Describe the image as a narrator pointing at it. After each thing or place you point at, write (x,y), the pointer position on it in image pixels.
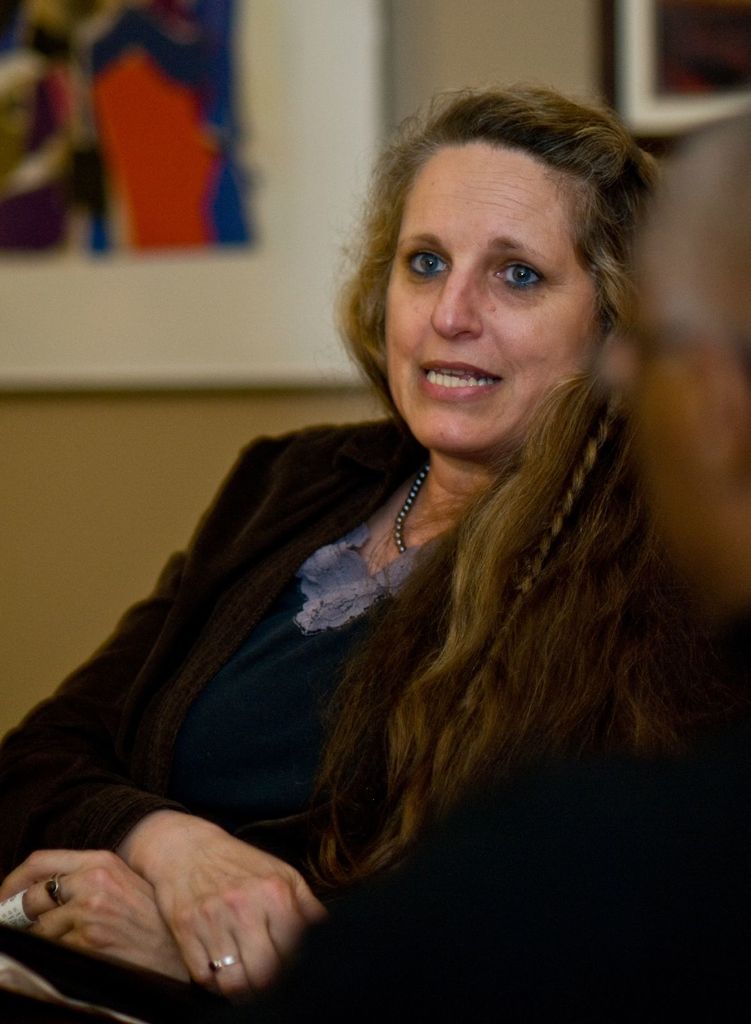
In this image there is a lady (377,464) sitting, beside her there is a person (528,981). In the background (328,91) there are frames (268,84) hanging on the wall (133,522).
